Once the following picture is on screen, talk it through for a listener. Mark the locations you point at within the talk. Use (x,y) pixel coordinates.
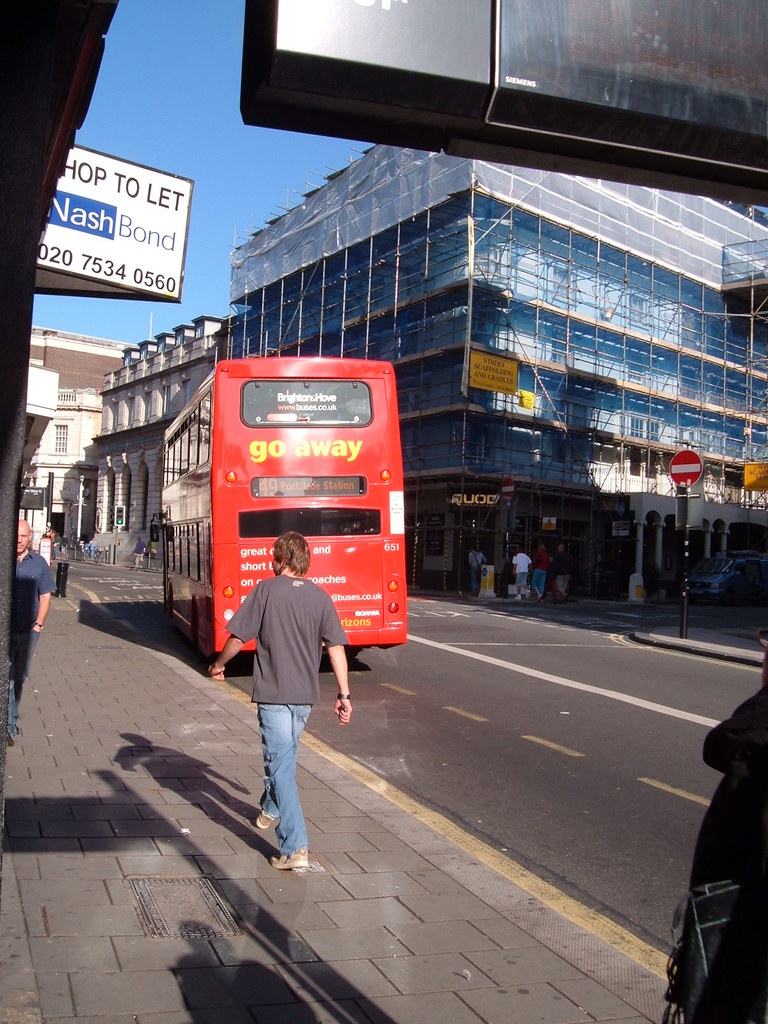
In this image I can see few person (283,724) walking on the road (248,663). I can see vehicles (378,464), sign boards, poles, few buildings (498,324). The sky (134,151) is in blue color.
